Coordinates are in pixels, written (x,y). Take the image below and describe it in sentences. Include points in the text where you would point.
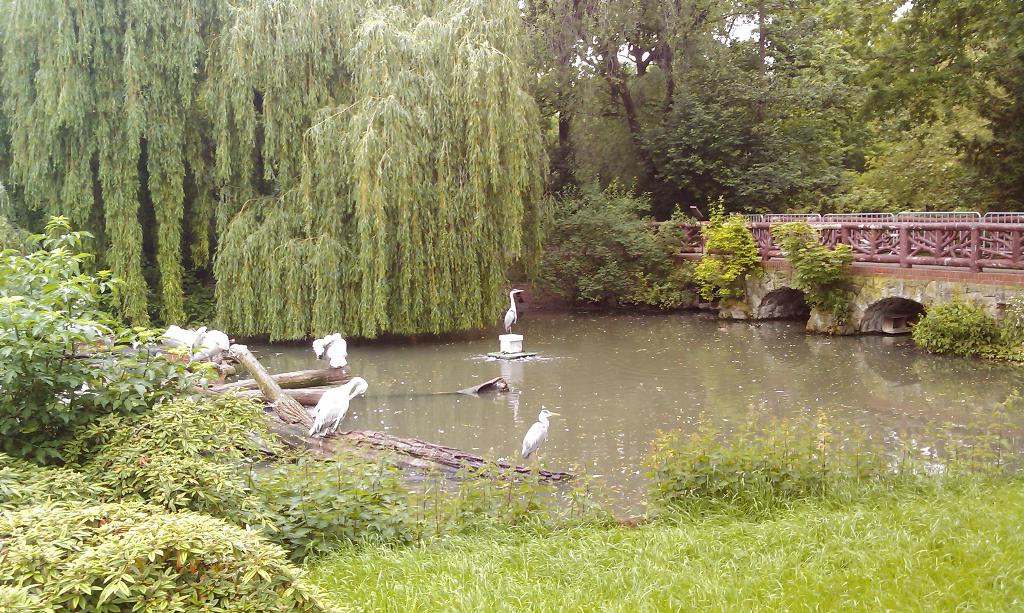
In this picture we can see few birds (193,348). A bird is standing on a white object (520,352) in water (627,366). We can see wooden logs (263,377). There are few trees (148,91). We can see some fencing (862,234) and arches (901,327) on the right side (799,313). Some grass (794,551) is visible on bottom right (846,523).
